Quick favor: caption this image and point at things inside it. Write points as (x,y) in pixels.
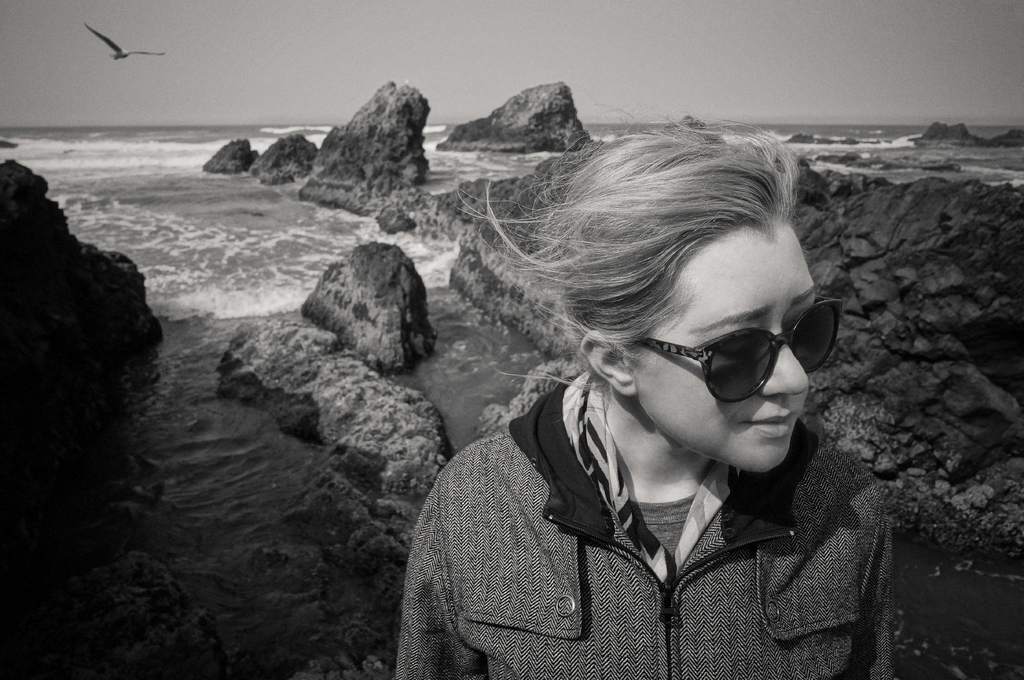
This is a black and white image, and we can see a woman (650,551) standing and wearing goggles (716,370) at the bottom of this image (659,577), and there are some stones (360,183) and a sea (175,150) in the background (253,192). There is a sky (421,46) at the top of this image (325,52), and we can see a bird (142,53) flying in the top left corner of this image (125,57).
